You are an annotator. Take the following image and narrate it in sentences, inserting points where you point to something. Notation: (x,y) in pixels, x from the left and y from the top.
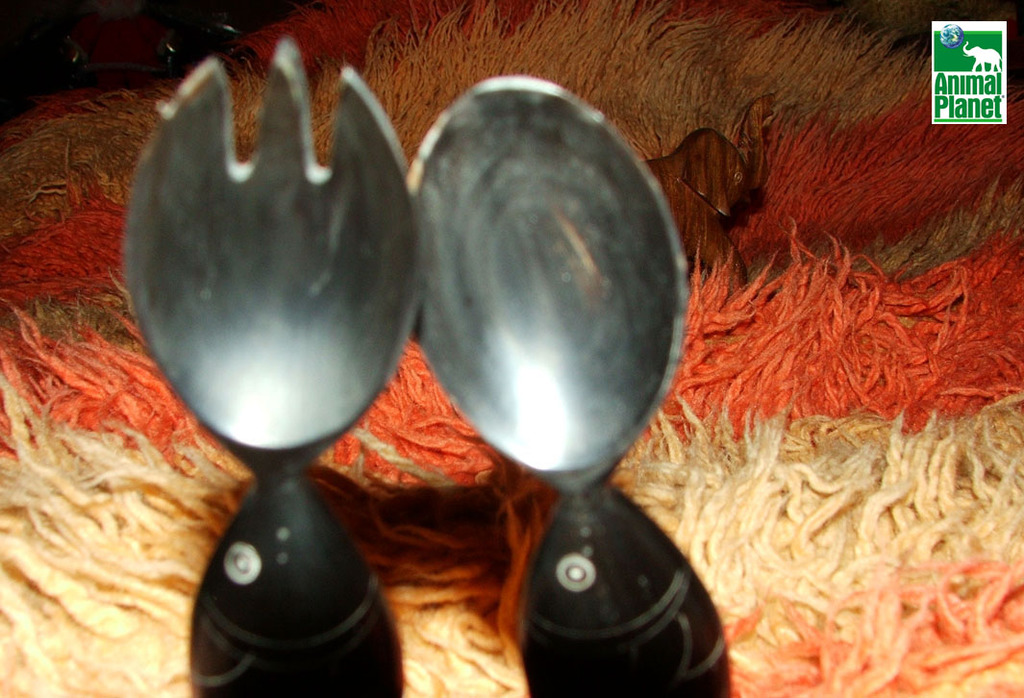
In the image there is a spoon (491,376) and fork (300,413). Behind them there is woolen cloth (789,162) with a wooden figurine (720,174). In the top right corner of the image (949,105) there is a logo (949,39).
